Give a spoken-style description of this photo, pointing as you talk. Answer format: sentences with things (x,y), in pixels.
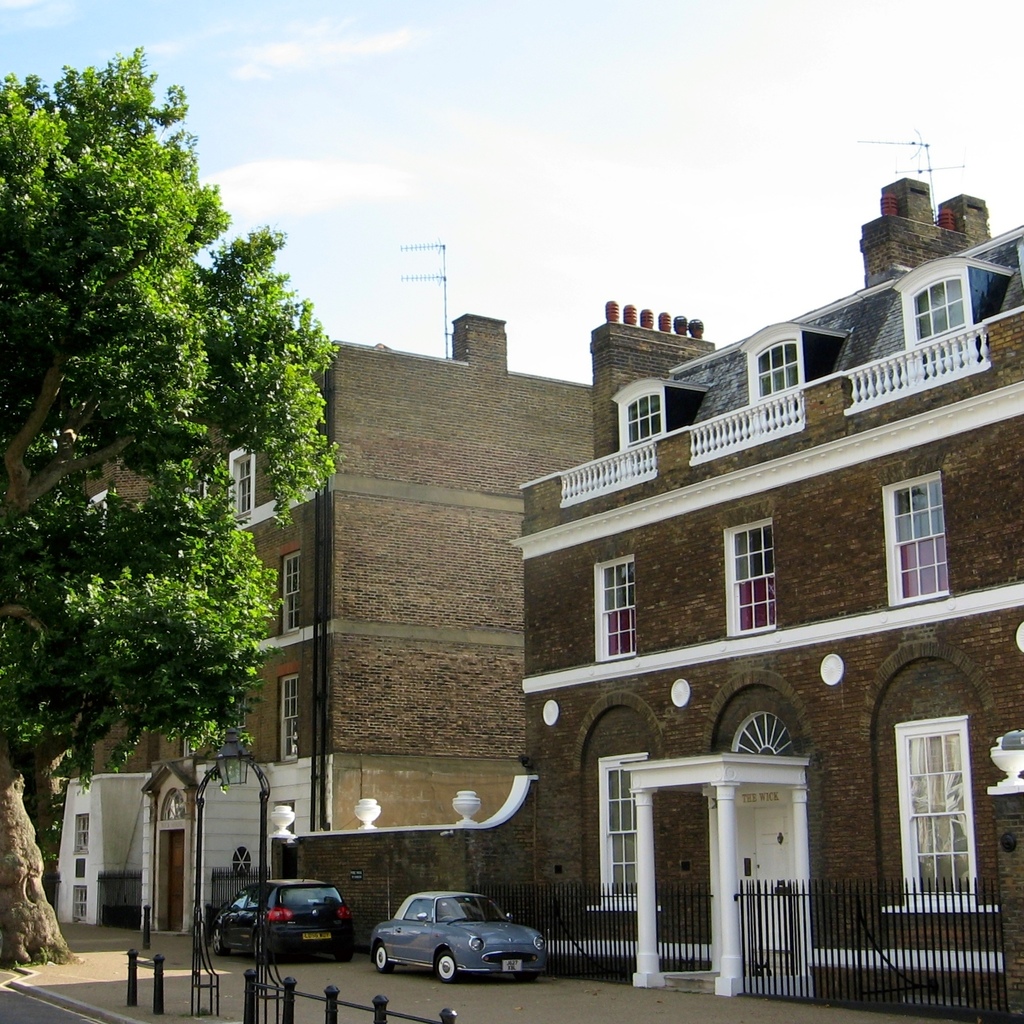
There are buildings (568,659) and two vehicles (421,928) at the bottom centre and there is a tree (91,454) in the left corner (96,444).
